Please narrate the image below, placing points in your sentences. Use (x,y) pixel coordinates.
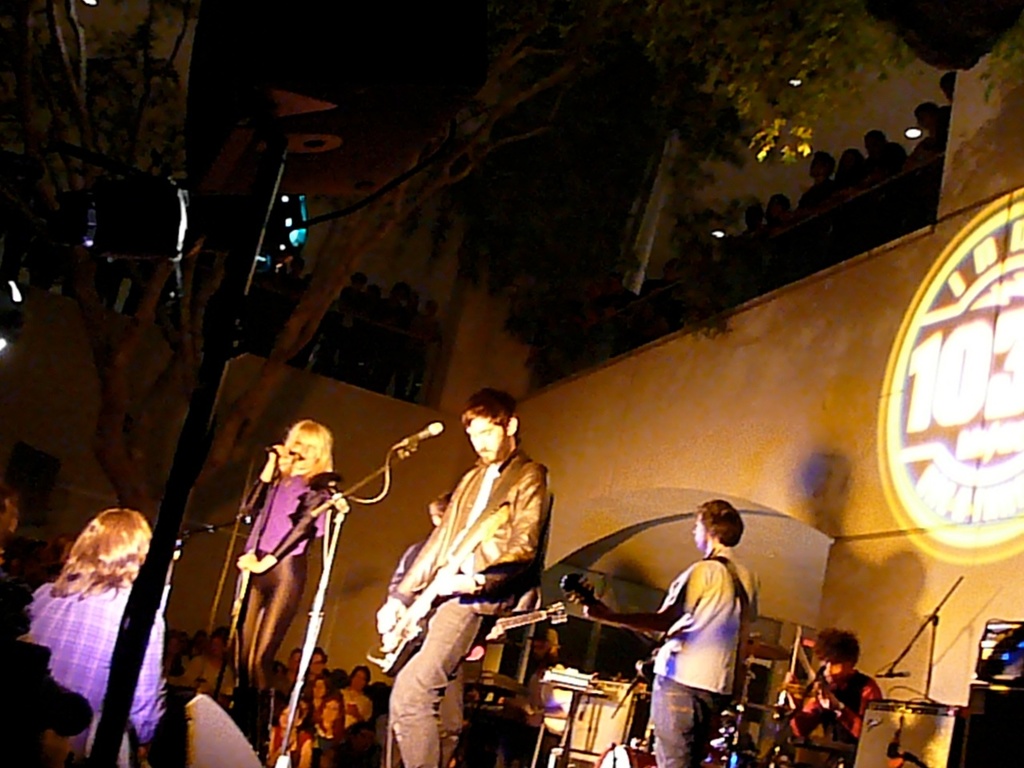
In this image there are persons (307,524) standing and performing on the stage (609,641), there are musical instruments (758,708). On the right side (897,479) there is some text (991,454) written on the wall (987,413), there are trees (593,291). In the background (431,314) there are persons (397,291) and there are lights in the front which are visible.
